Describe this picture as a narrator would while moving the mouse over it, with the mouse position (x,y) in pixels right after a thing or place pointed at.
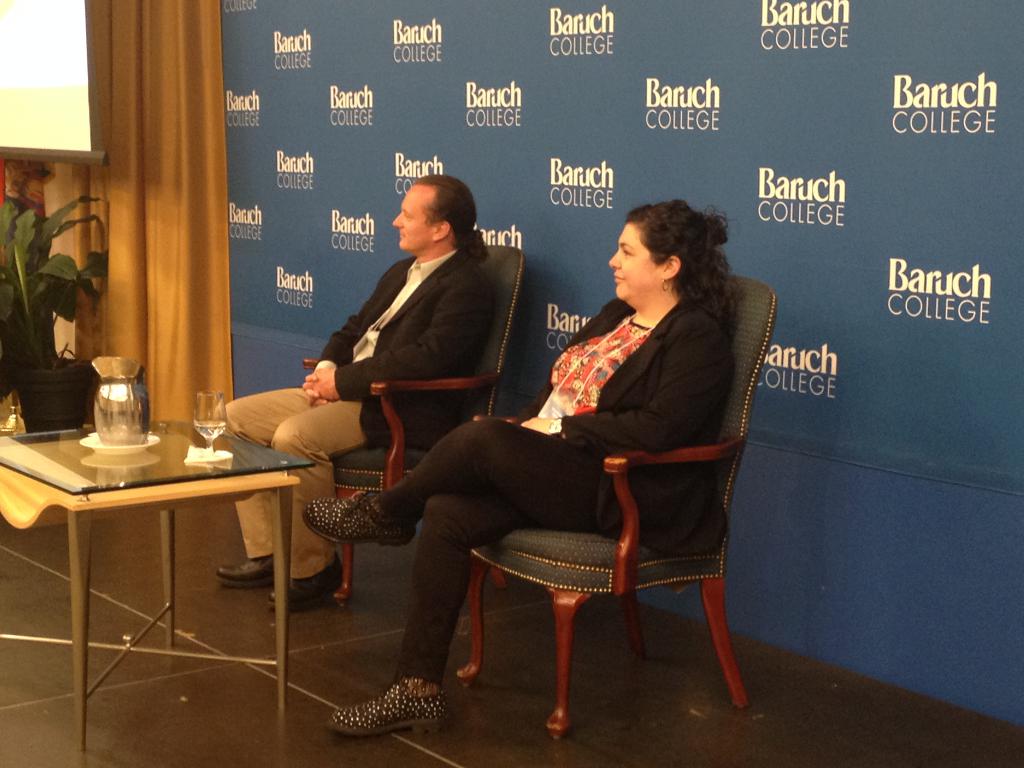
In this image there is a person (343,419) sitting in a chair (388,410) and a woman (492,507) sitting beside this person (429,339) and a table (153,469) is in front of them on which glass (203,418) and jar (123,418) is placed on it. To the left side of image (47,404) there is a pot (48,368) and a plant (36,274). The background of the image (910,554) is covered with the banner (428,67) and a curtain (202,128).
